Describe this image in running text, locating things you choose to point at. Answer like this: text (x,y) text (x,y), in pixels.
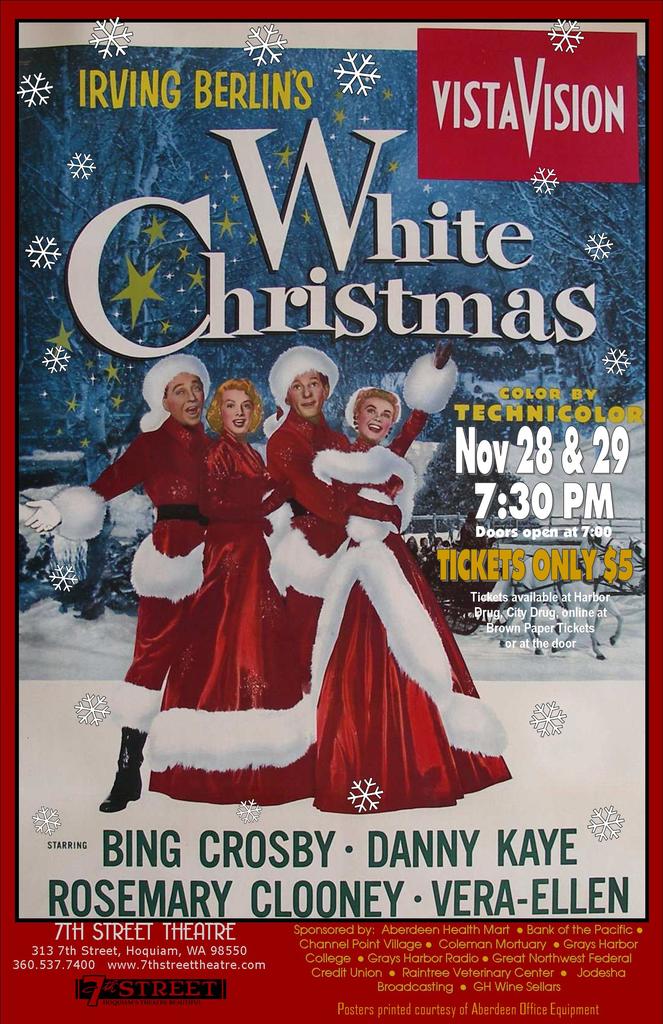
In this image there is a poster (325,441) in which there are four people (280,523) who are dressed up in the Christmas costume (301,610).
